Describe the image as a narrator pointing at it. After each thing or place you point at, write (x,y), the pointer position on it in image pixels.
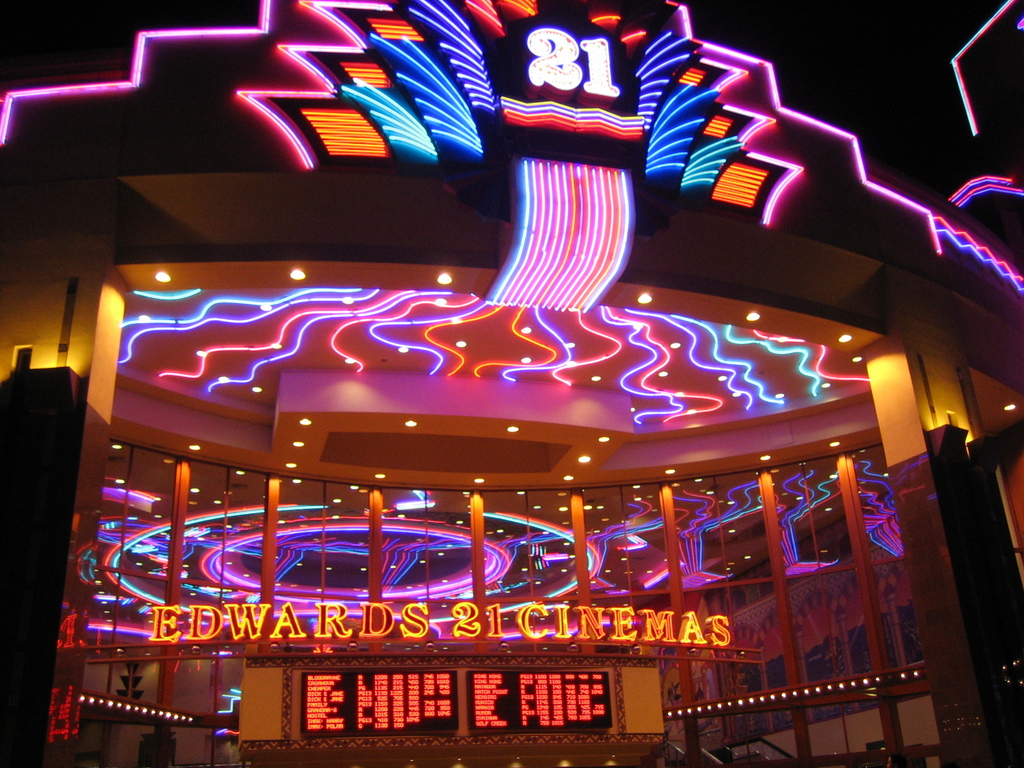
In this image I can see a screen (472,688) in black color. Background I can see few colorful lights (202,560).
